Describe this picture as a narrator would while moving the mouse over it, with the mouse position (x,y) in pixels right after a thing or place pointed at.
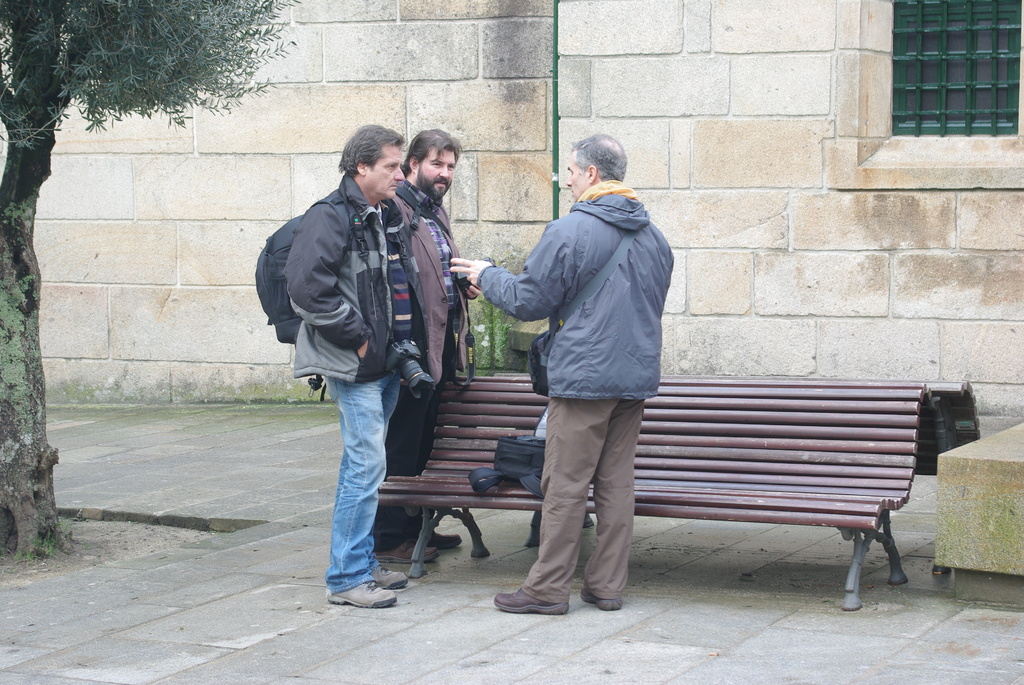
In this picture we can see three persons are standing on the road (766,587). This is bench (769,434) and there is a bag (517,442). On the background (793,265) there is a wall (817,239) and this is window (945,74). Here we can see a tree (207,55).
